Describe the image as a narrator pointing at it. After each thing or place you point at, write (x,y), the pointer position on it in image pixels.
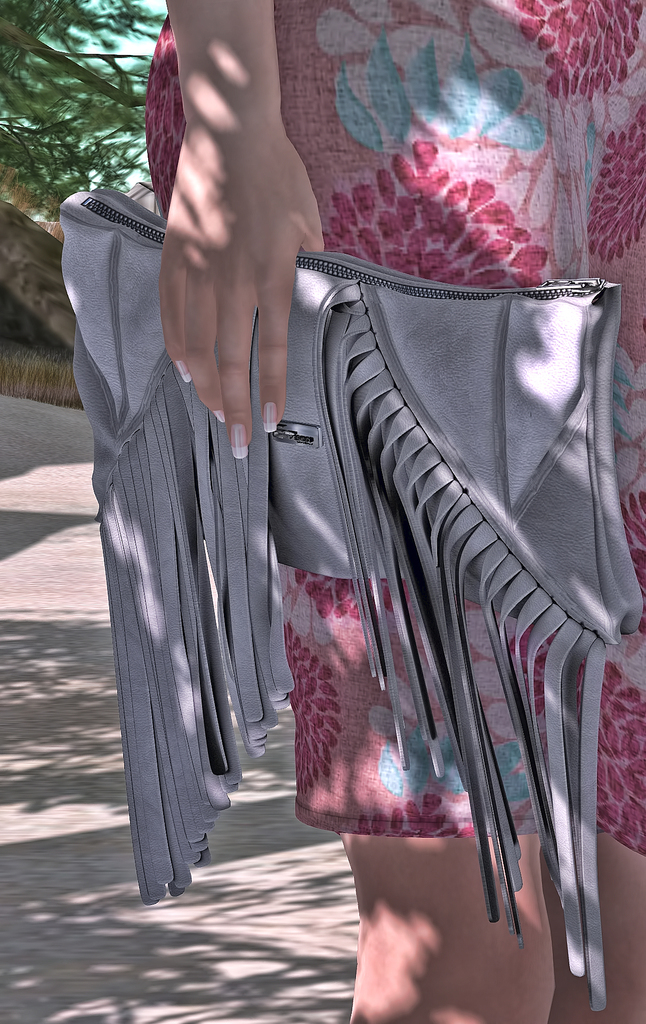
In this image there is a person (410,112) standing, person (497,698) is truncated, a person (347,235) is holding a purse (322,369), there is the road (94,795), there is an object (38,334) truncated towards the left of the image (37,326), there is tree (73,73) truncated towards the left of the image (89,41), there is the sky (117,44).
